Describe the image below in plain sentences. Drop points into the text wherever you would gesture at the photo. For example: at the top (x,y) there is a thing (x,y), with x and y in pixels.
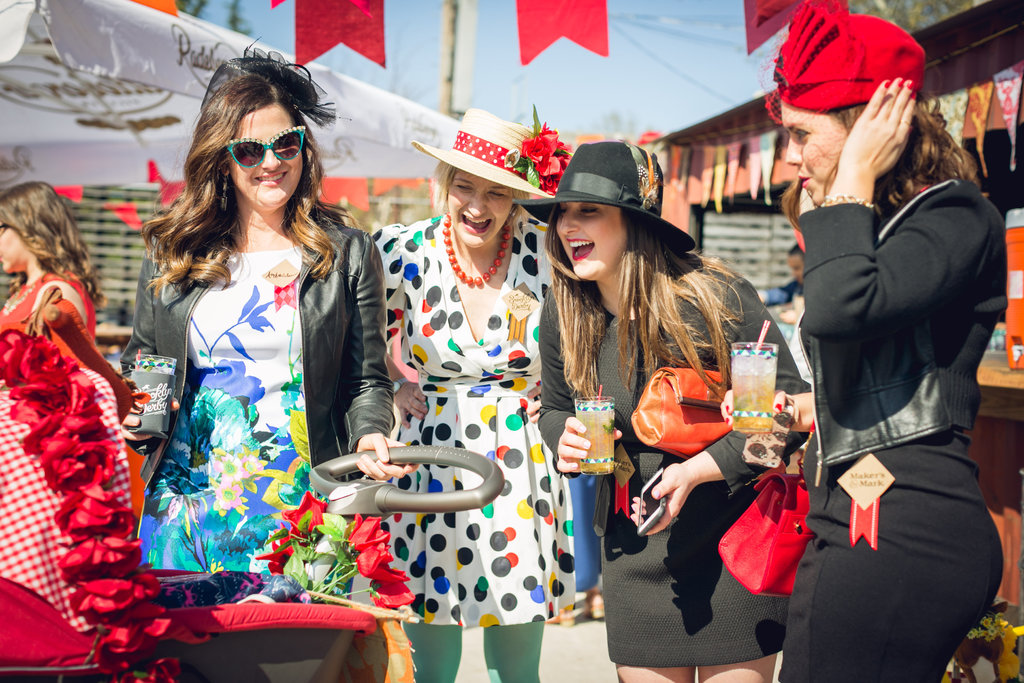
In this image I can see group of people (815,368) standing and holding glasses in their hands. The person (653,350) in front (628,347) wearing black dress (613,343) and black cap (572,184), background (138,117) I can see white color tent (34,180) and sky (610,101) is in blue color.
